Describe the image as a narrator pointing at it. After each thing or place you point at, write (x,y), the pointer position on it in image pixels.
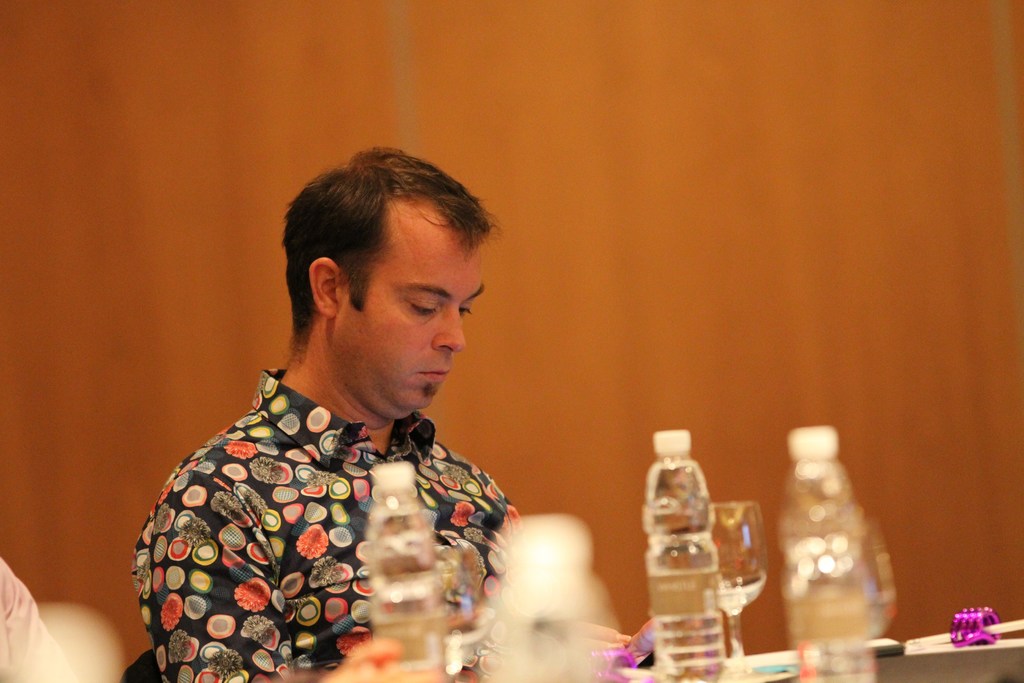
In this image i can see a person (453,263) sitting in front of a table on the table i can see few water bottles (687,575) and a glass (745,581).
